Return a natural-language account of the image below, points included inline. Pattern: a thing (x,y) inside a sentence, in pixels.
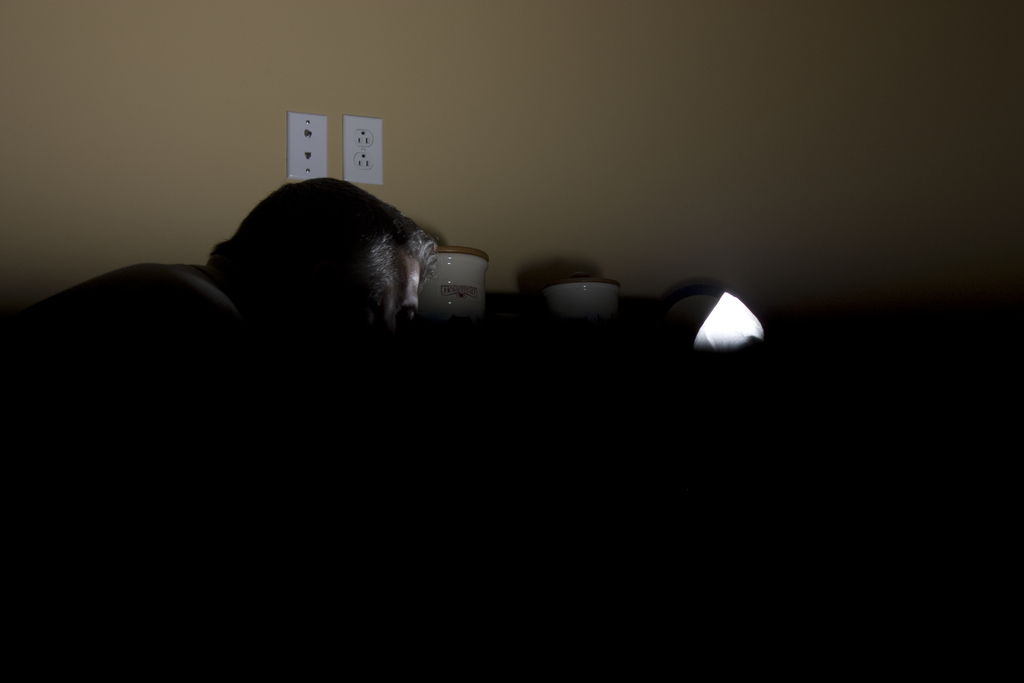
In this image I can see a person (393,299). In the background (442,135) I can see a wall (449,135) on which I can see some sockets (349,169). Here I can see some white color objects (440,284). The image is dark.
